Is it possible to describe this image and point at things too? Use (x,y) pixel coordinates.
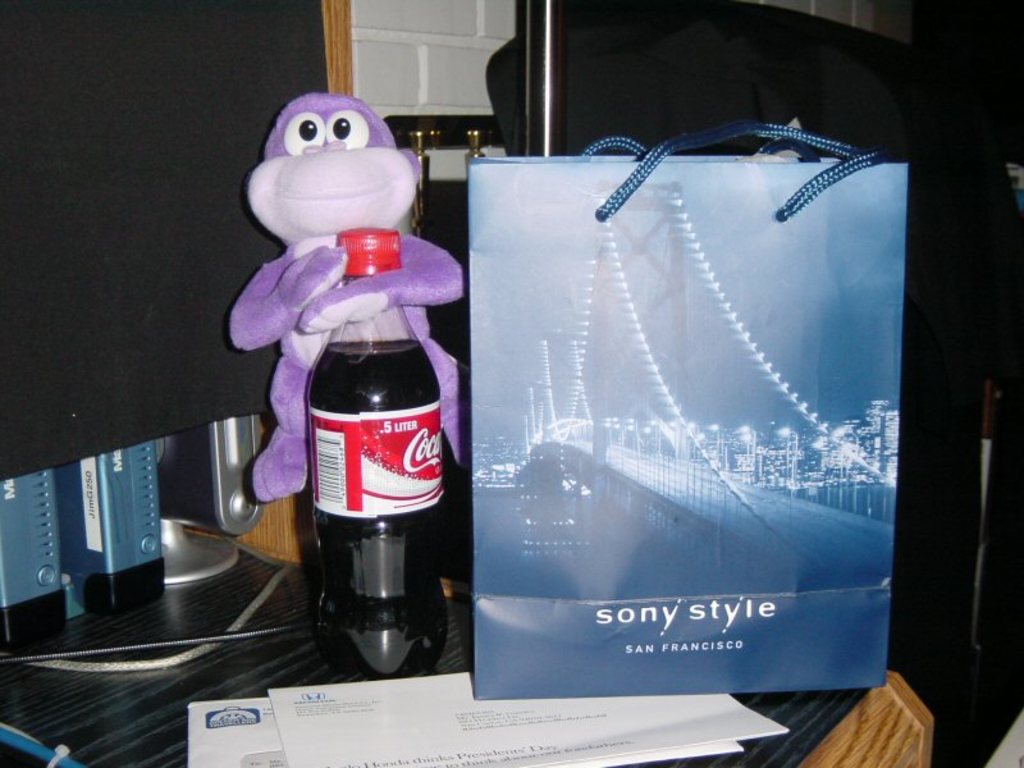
In this picture on the table (874,731) there are two envelopes (537,724). And there is a blue bag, coke bottle (400,547) is held by a toy (321,236) with its hand (318,294). And there are blue color item (128,499) and a black color item (196,456). And to the left (108,129) there is a black cloth (161,120) on it.
